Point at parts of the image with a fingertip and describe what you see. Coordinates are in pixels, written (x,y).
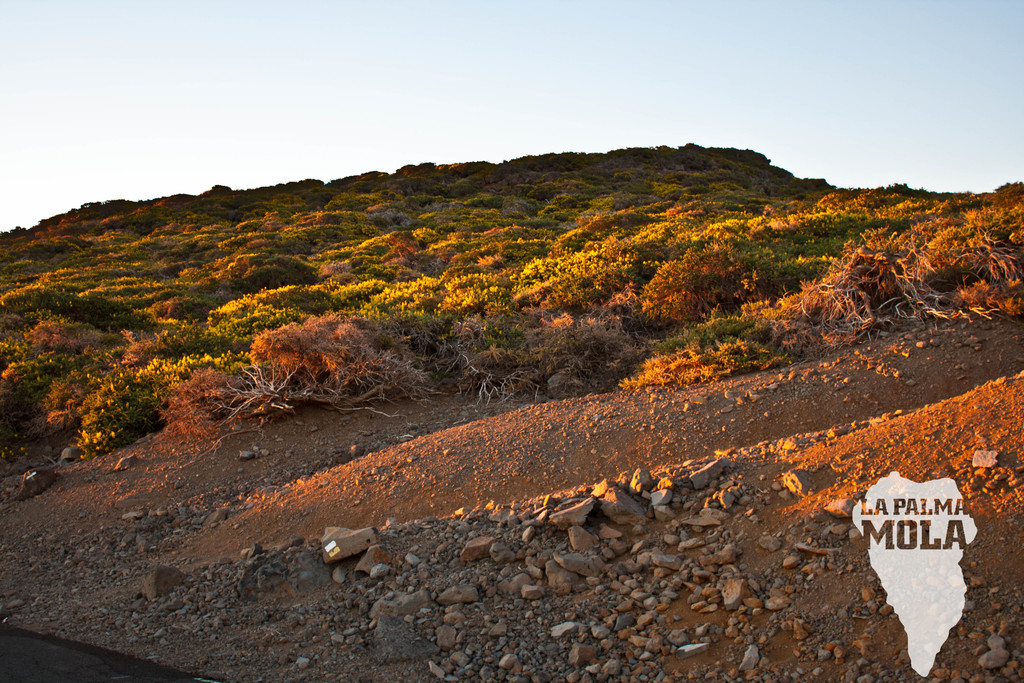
In this picture there are trees (682,189) and there are stones (59,540). In the bottom left (61,663) there is a road (64,643). At the top (533,61) there is sky (667,97). At the bottom right (956,510) there is a text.
